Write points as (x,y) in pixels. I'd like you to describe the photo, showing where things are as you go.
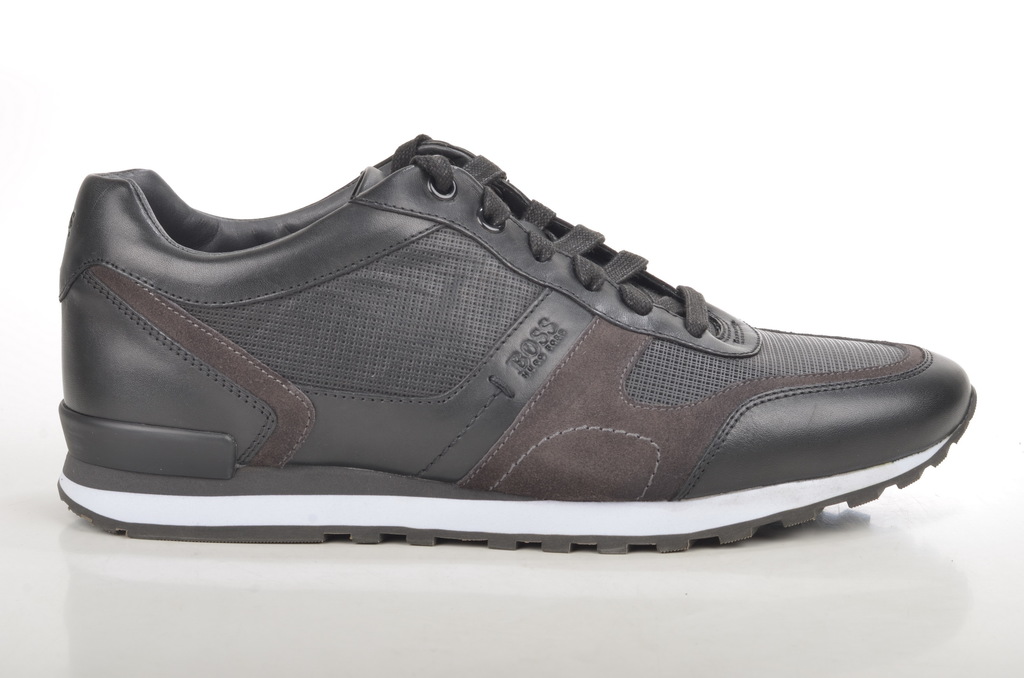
Here we can see a shoe (601,385) on a platform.
